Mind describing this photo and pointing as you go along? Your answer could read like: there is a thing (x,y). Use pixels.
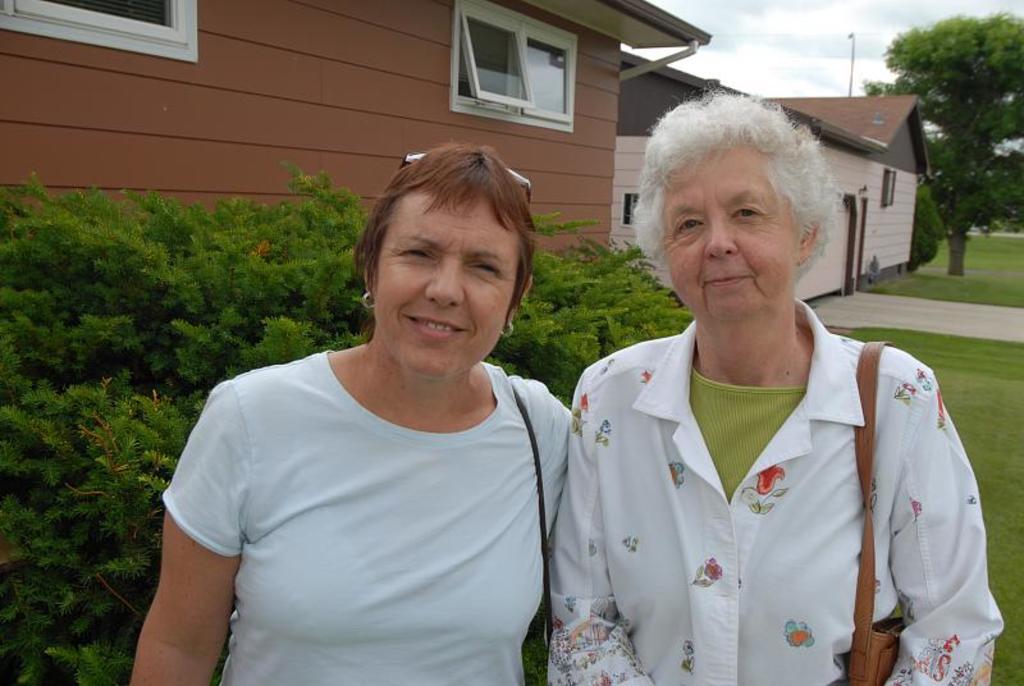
This image is taken outdoors. At the top of the image (750,67) there is a sky (832,60) with clouds (822,25). In the background (569,241) there are a few houses (353,43) with walls (353,43), windows (88,14) and doors (849,226) and there are a few trees (962,41) and plants (557,338). In the middle of the image (397,312) two women (761,265) are standing on the ground (953,333). On the right side of the image (957,403) there is a ground (1008,453) with grass (937,352) on it.
